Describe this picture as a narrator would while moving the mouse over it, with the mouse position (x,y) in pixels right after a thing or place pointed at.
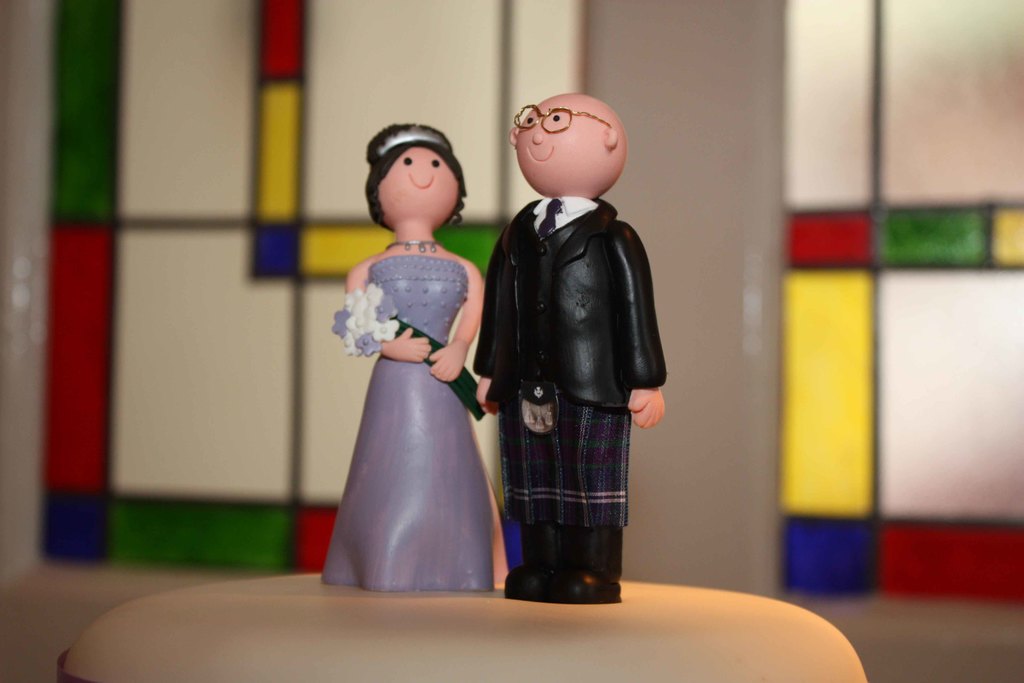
There are toys (479,312) of a man (524,308) and a woman (456,309). Woman (438,307) is holding a bouquet (382,322). In the background (204,177) there is a wall (745,81).
